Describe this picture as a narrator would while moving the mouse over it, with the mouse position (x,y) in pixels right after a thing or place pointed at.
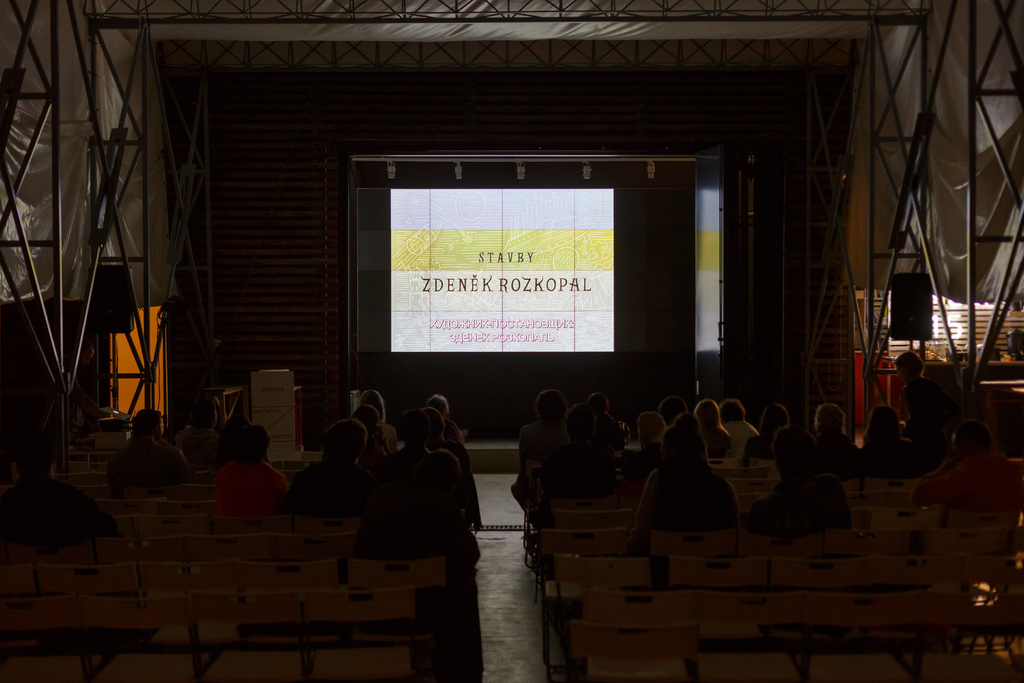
In this image we can see many people (576,492) sitting on the chairs (757,482). There is a digital screen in the image. There is a reflection (718,223) of the digital screen (452,327) on an object (707,295). There are few objects (928,346) at the right side of the image (980,346). There are two loudspeakers (915,294) in the image.
